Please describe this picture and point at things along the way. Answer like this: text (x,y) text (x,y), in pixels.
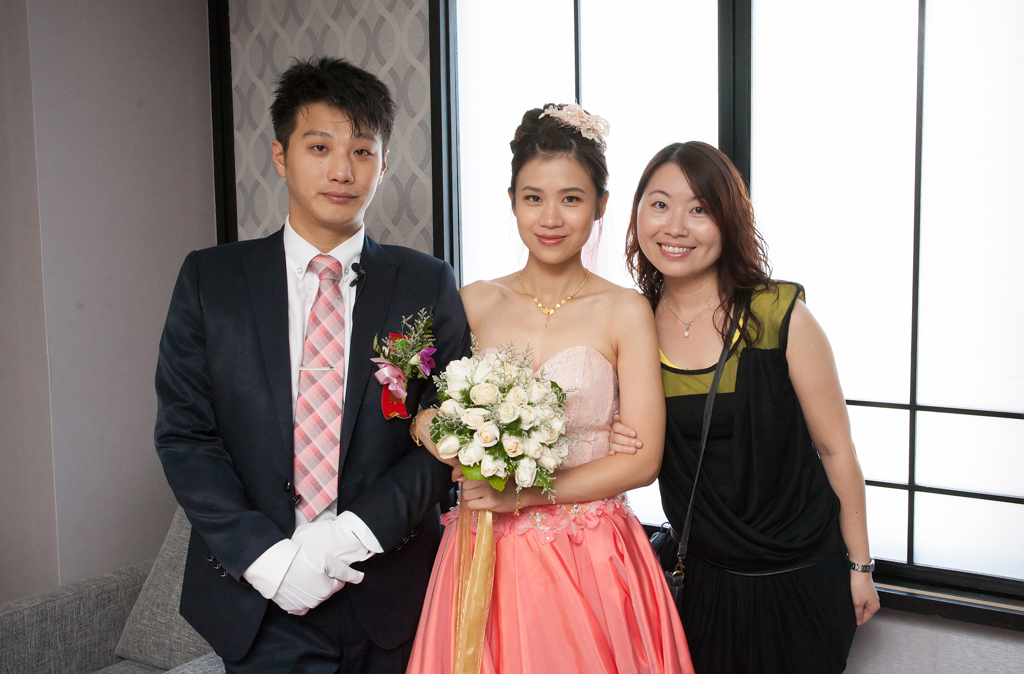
In this image I can see two women (681,395) and a man (270,417). In the background (630,188) I can see a window (937,281). One of the woman (528,574) is holding a bouquet (545,447).
